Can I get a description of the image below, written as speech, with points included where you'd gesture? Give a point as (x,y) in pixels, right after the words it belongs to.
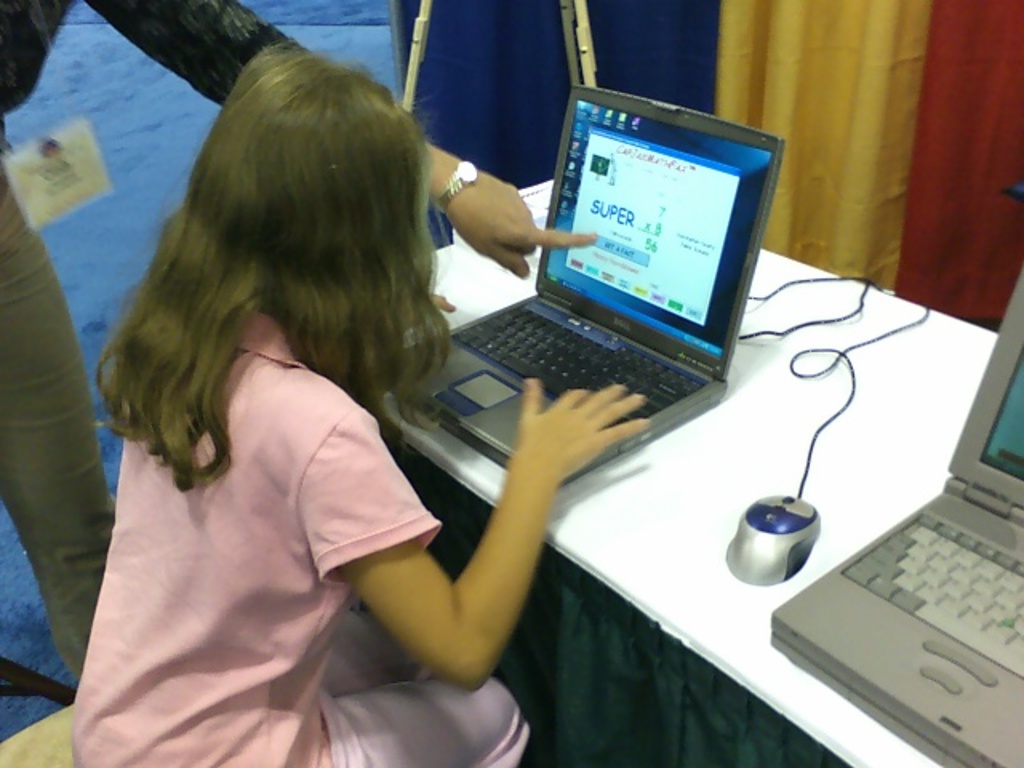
In this picture there is a girl (263,211) who is sitting on the left side of the image (150,447) and there is a table (432,464) in front of her, on which there are laptops (715,266) and a mouse (787,519), she is operating the laptop (630,176) and there is a man (31,394) on the left side of the image (77,576).
